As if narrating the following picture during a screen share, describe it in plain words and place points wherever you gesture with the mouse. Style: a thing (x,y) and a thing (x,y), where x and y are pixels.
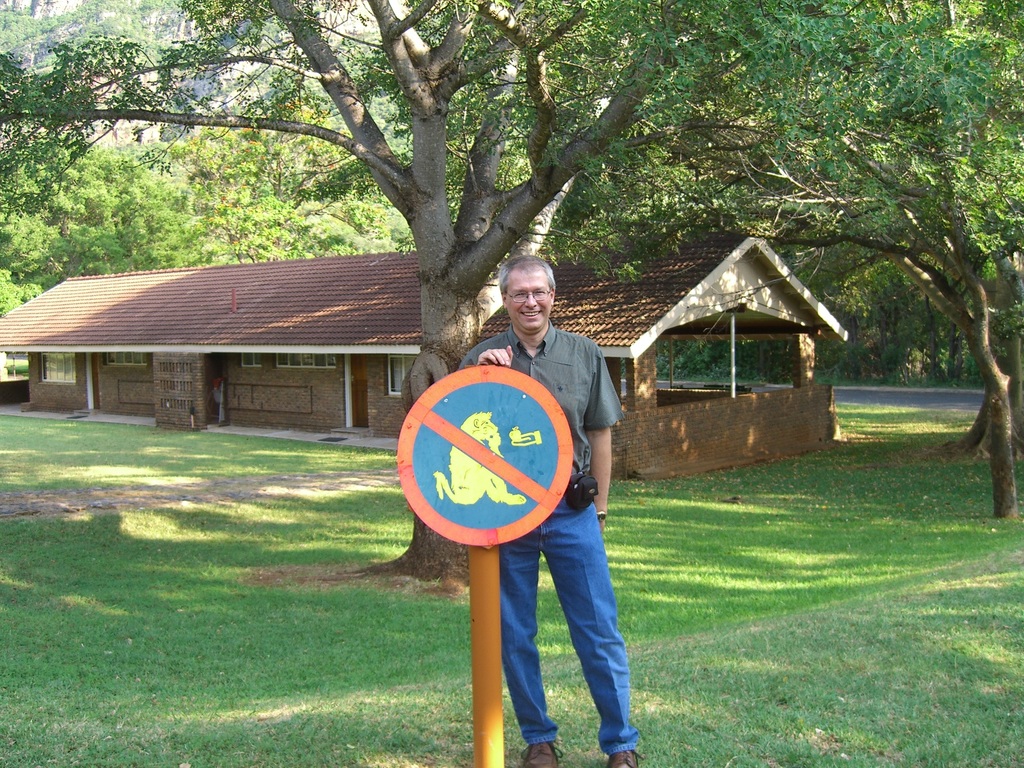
In this image, we can see a person (547,336). We can see a pole (472,549) with a signboard (452,472). We can see a house (225,318) and the ground (287,630) with some grass (634,557). We can also see some trees (661,246).
